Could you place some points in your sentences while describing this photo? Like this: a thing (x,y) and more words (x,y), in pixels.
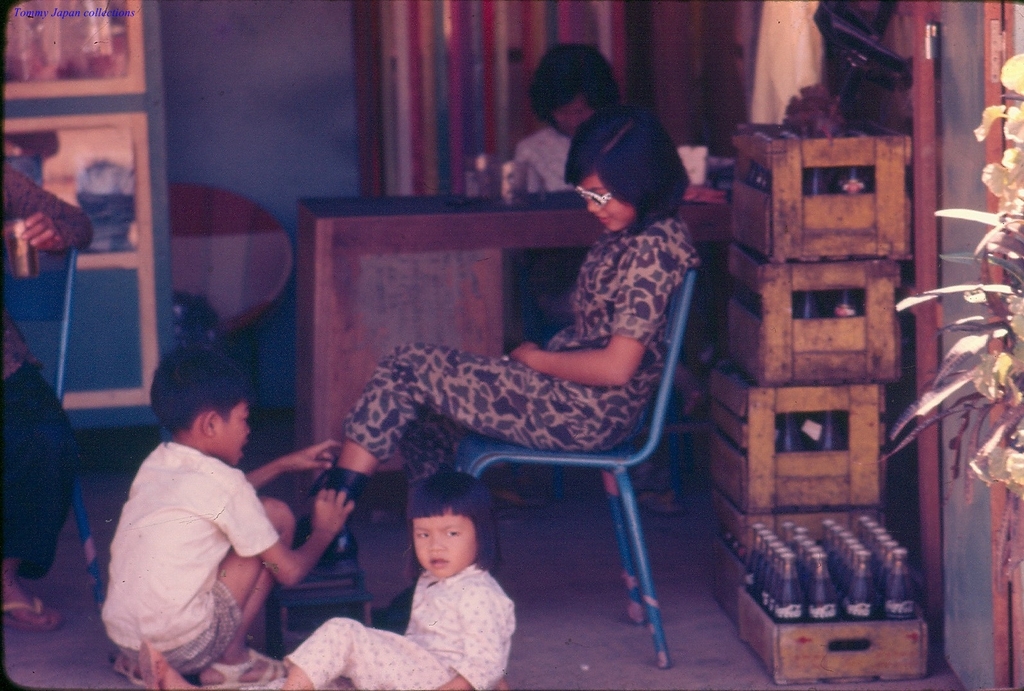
Person (571,394) is sitting on the chair (623,504) near the desk (521,235), children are sitting on ground (556,661), where there are bottles (867,555) and plant (997,357).
